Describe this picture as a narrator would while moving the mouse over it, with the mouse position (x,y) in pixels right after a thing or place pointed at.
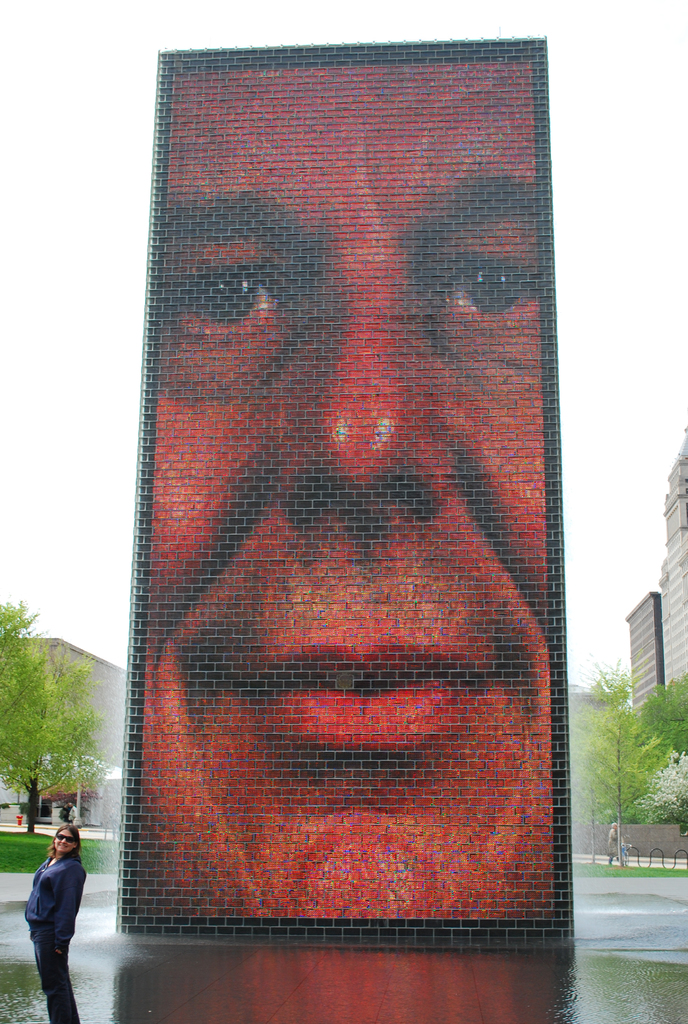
In the center of the image (230,586) there is a depiction of a person (268,542) on the wall (313,621). There is a lady (66,988) standing. At the bottom of the image (15,993) there is water (343,988). In the background of the image (687,597) there are houses (687,597), trees (642,757). At the top of the image (63,17) there is sky (244,21).
